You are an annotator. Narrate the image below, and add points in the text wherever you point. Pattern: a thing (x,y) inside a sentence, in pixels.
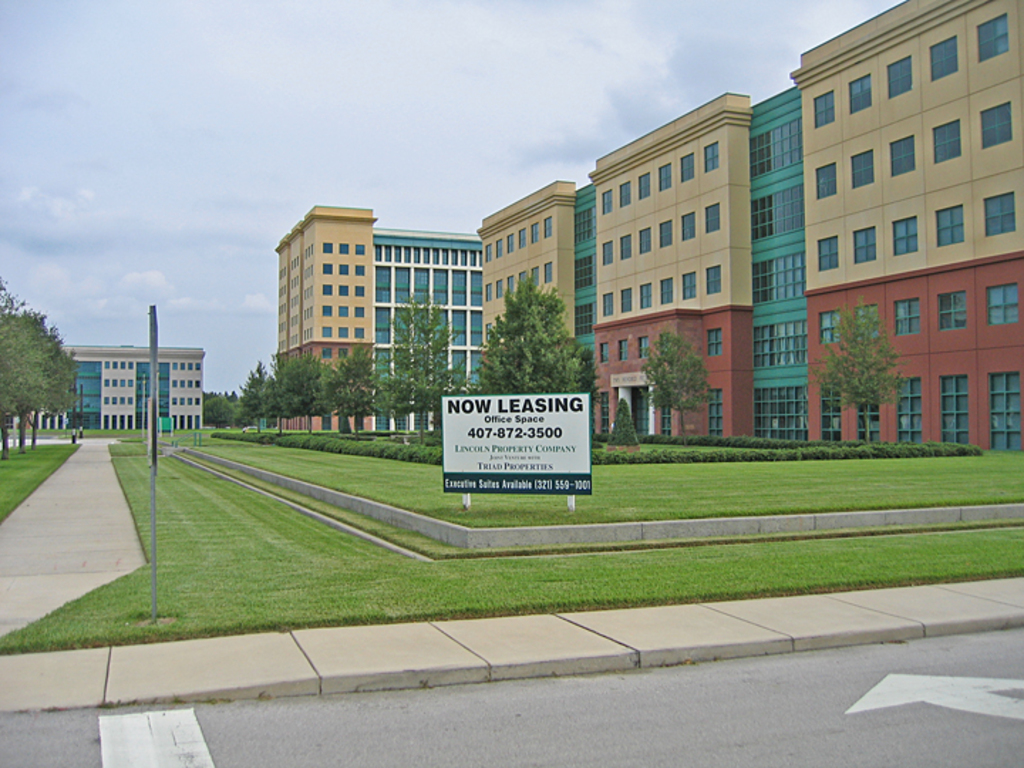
This image consists of buildings (753,194) along with windows (788,414). At the bottom (538,726), there is a road (1017,723). In the middle (590,495), we can see the green grass (578,609) on the ground (542,506) along with a board (525,472). On the left (325,385) and right, there are trees (866,348). At the top (260,123), there are clouds (231,161) in the sky (215,131).
